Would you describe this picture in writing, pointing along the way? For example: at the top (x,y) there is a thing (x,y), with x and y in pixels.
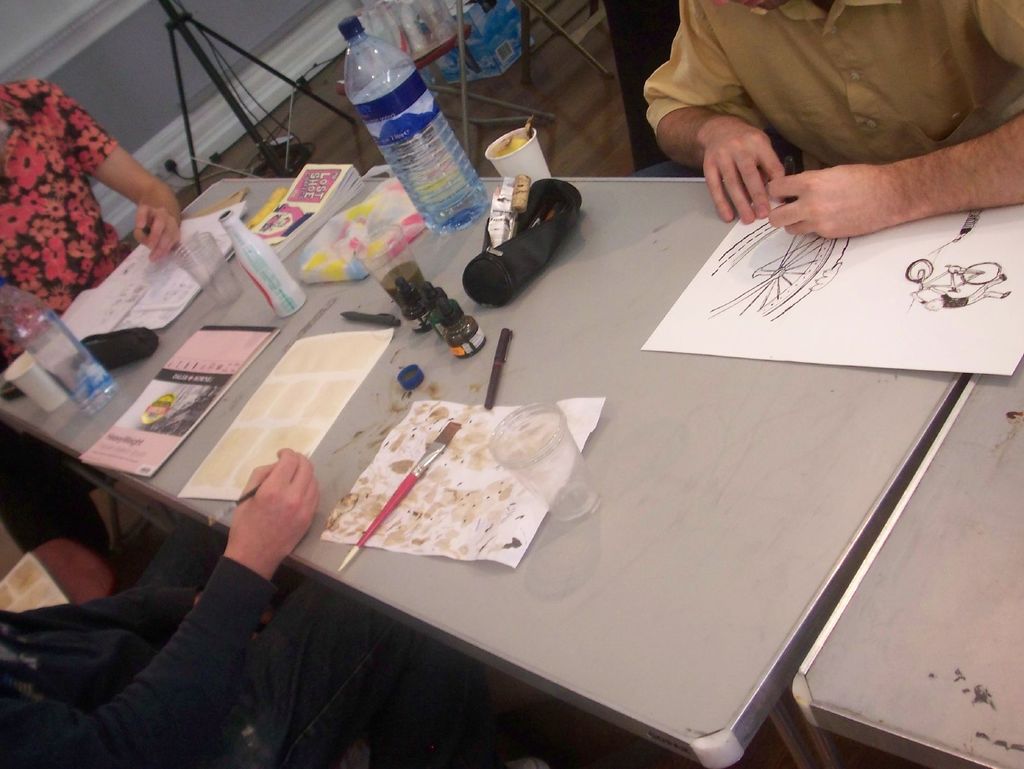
In the image we can see there are three persons (45,153) sitting on chair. This is a table (641,638) on the table (545,557) we can see paper (743,332), glass (530,459), paint brush (423,464), water bottle (435,133) and a book (285,216).
